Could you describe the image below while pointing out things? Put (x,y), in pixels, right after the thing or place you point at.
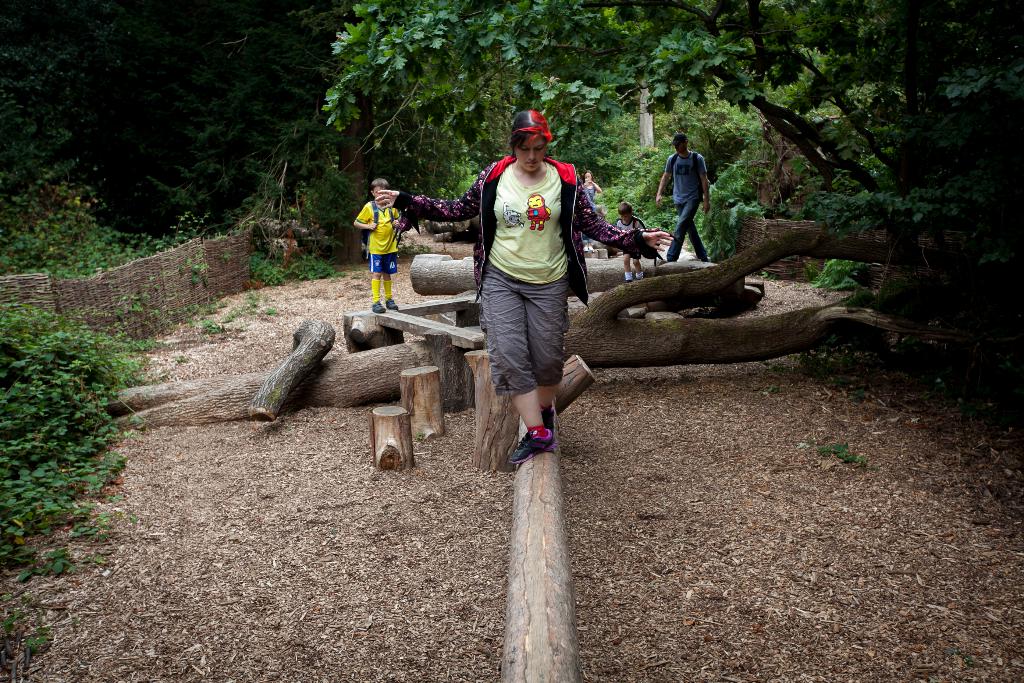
In this image I see a woman (531,215) who is on the log of wood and I see the ground (349,467) on which there are plants (107,423) and in the background (694,265) I see few more log of wood (207,401) and I see few people (675,143) and I see the trees (647,149).
